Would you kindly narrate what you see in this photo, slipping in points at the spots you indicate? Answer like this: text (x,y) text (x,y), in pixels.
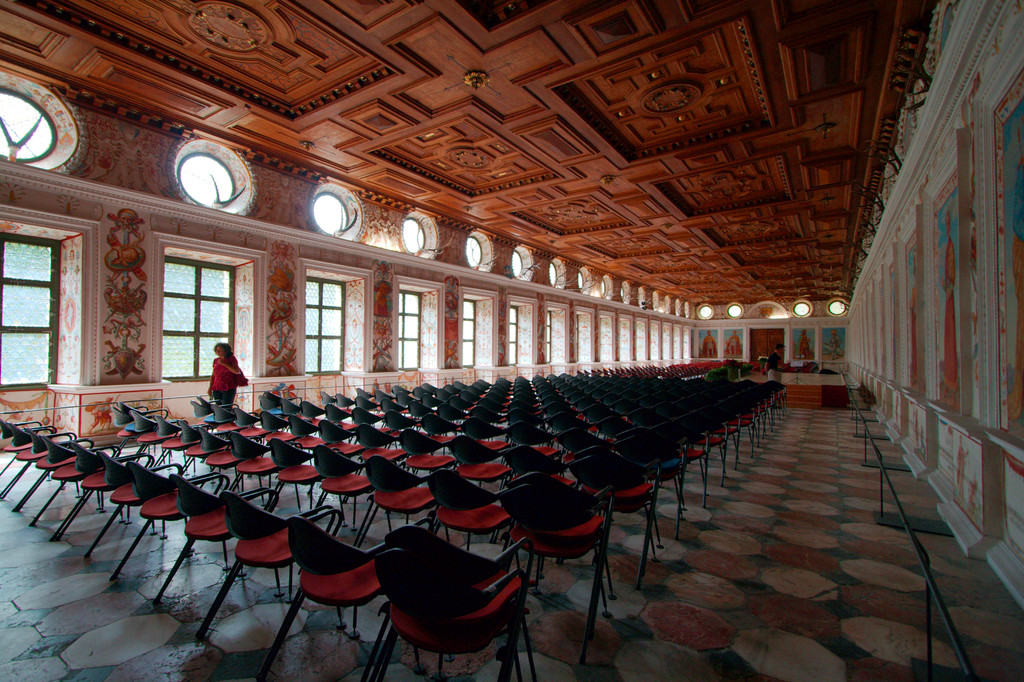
In this image there are few chairs (519,449) on the floor (750,511). Left side (226,395) a person (233,370) is standing behind the chairs (198,441). Right side (1022,410) few picture frames (1016,344) are attached to the wall (848,332). Left side (255,335) there is a wall (63,340) having windows (49,336). Top of the image (573,138) there is a roof (569,119) having some design (581,177).
